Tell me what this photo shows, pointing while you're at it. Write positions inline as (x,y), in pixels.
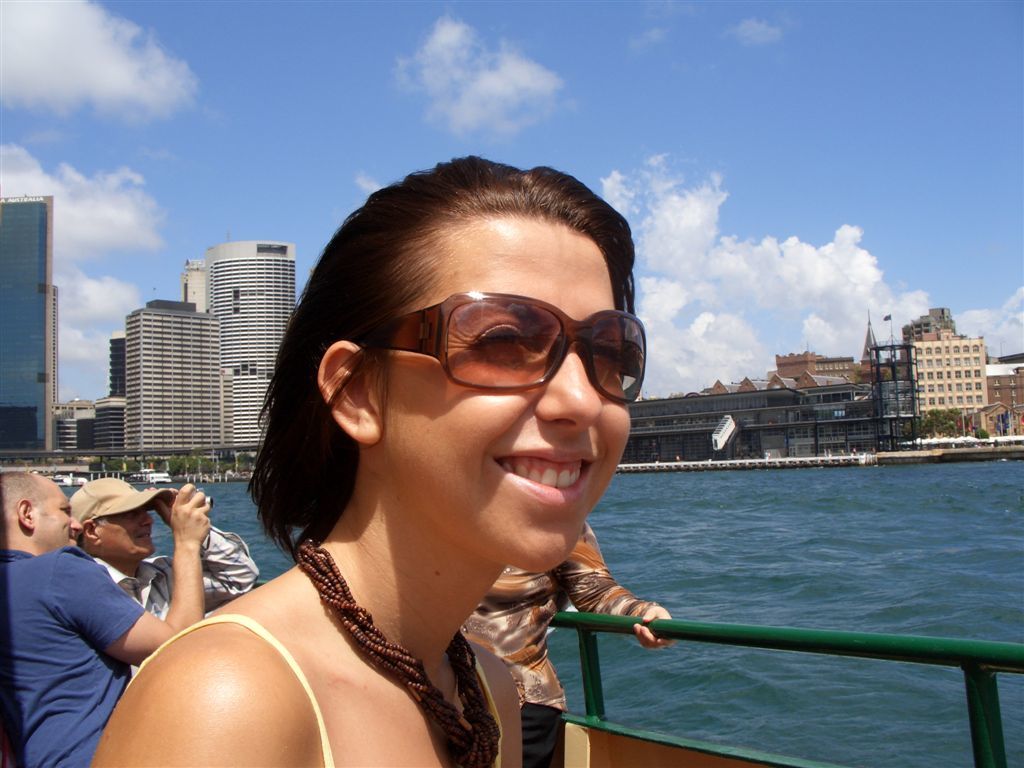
In this image we can see this woman (494,759) wearing glasses (515,318) and chain (475,762) is smiling. In the background (63,500), we can see a few more people (488,596) in the boat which is floating on the water (888,588), also we can see the bridge (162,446), trees (107,467), buildings (862,390) and the sky (655,161) with clouds (84,33).
